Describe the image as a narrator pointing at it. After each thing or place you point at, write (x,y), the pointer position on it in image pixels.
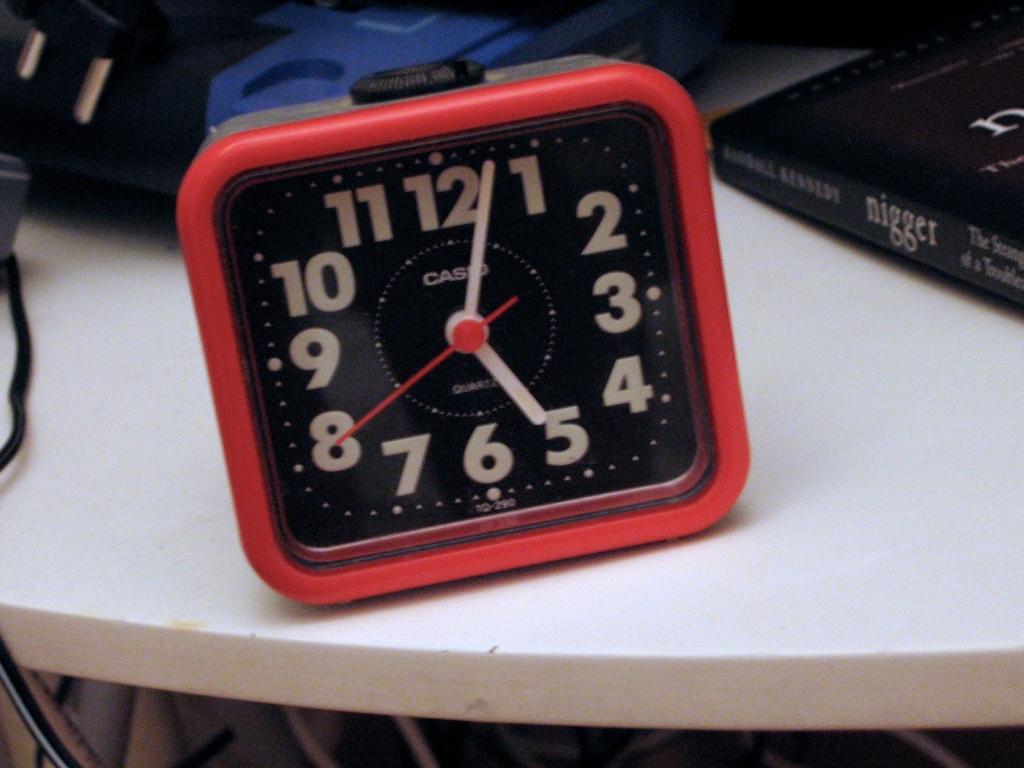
In this image we can see clock (453,307), book (878,82) placed on the table (108,408).
